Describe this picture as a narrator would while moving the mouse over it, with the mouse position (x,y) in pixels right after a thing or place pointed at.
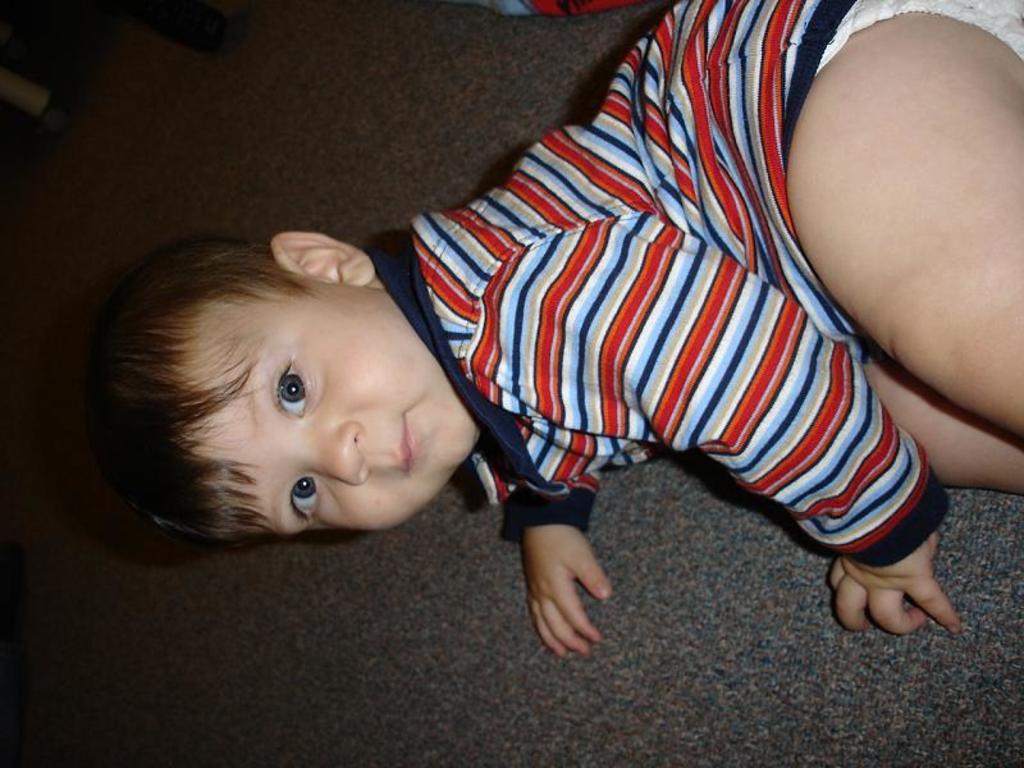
In the image we can see a baby (1009,429), on the floor (795,562).
